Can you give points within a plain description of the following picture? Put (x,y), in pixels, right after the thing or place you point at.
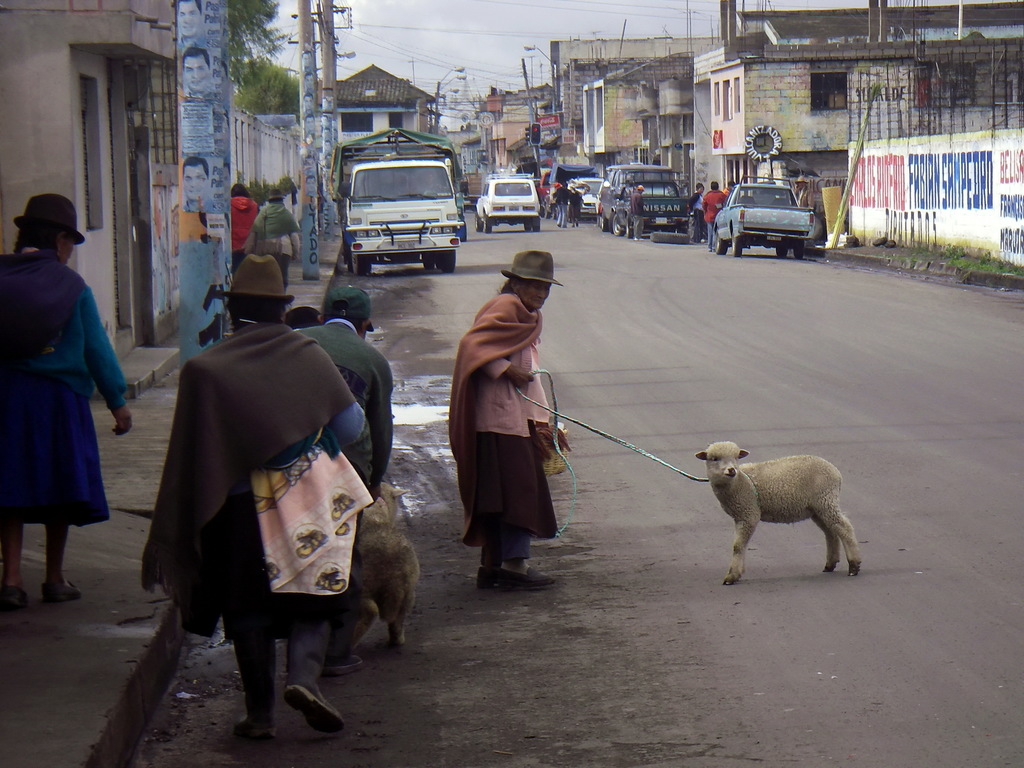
There is a road (687,277). On the sides of the road (796,345) there are vehicles (653,196). There are many people (291,334). Some (291,334) are wearing caps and hats (243,298). A lady (462,389) in the front (514,413) is holding a lamb (712,459) with a rope (559,412). There are poles (312,174). On the sides there are buildings (741,80). Also there is a wall (939,202) with something written on that. In the background (447,43) there is sky (554,36).
